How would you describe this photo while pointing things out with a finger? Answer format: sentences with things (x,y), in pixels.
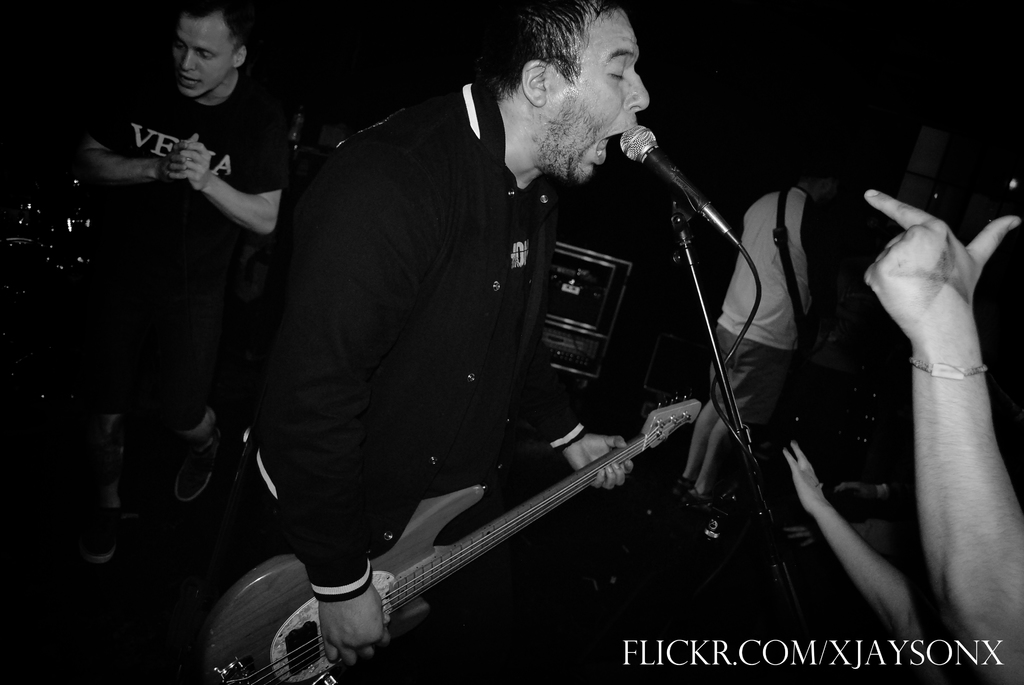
This is a black and white picture, in this picture there are group of people (417,264) standing on the floor (574,583). A man (502,592) is holding the guitar (415,555) and also singing a song. In front of the man (599,149) there is a microphone (640,147) with stand (675,214) on this picture there is a water mark (728,653).
